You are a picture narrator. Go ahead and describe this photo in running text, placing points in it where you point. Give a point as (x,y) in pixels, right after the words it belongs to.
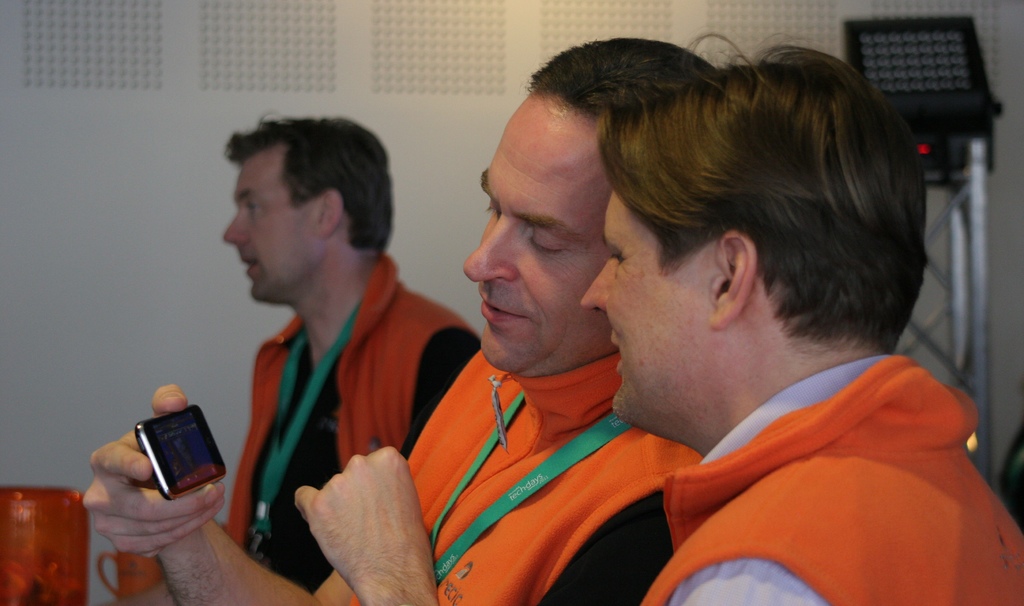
This picture describe about three person (437,385) sitting on the chair! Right person (683,423) wearing a orange jacket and a center person (573,416) wearing orange jacket (620,472) with id card (565,456) in his neck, both are watching video in mobile phone (189,480) and behind another person (310,288) watching straight, Behind we can see white wall (384,45) and led stand (889,67) at the right corner (916,95).
